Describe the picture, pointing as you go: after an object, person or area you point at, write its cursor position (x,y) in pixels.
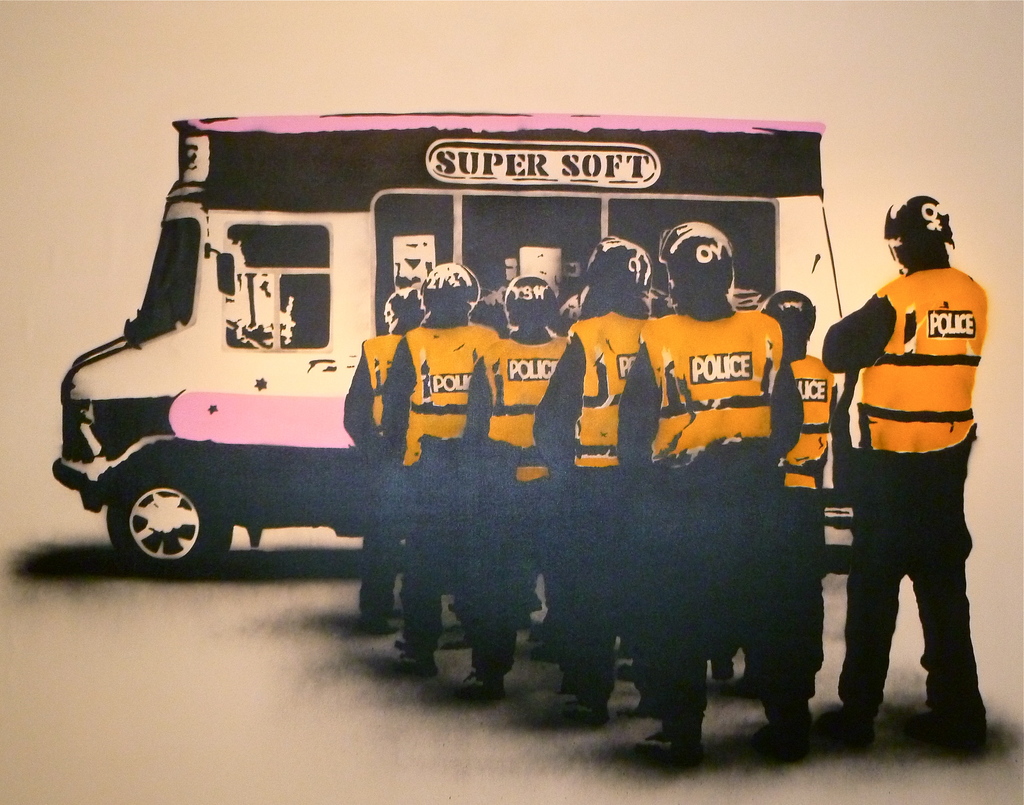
In this picture there is a drawing poster (702,483). In the front (916,520) there is a group of policemen (752,488) wearing yellow color jacket (959,288) and standing. Behind we can see a pink and white color van (251,371). Behind there is a white background (526,52).
